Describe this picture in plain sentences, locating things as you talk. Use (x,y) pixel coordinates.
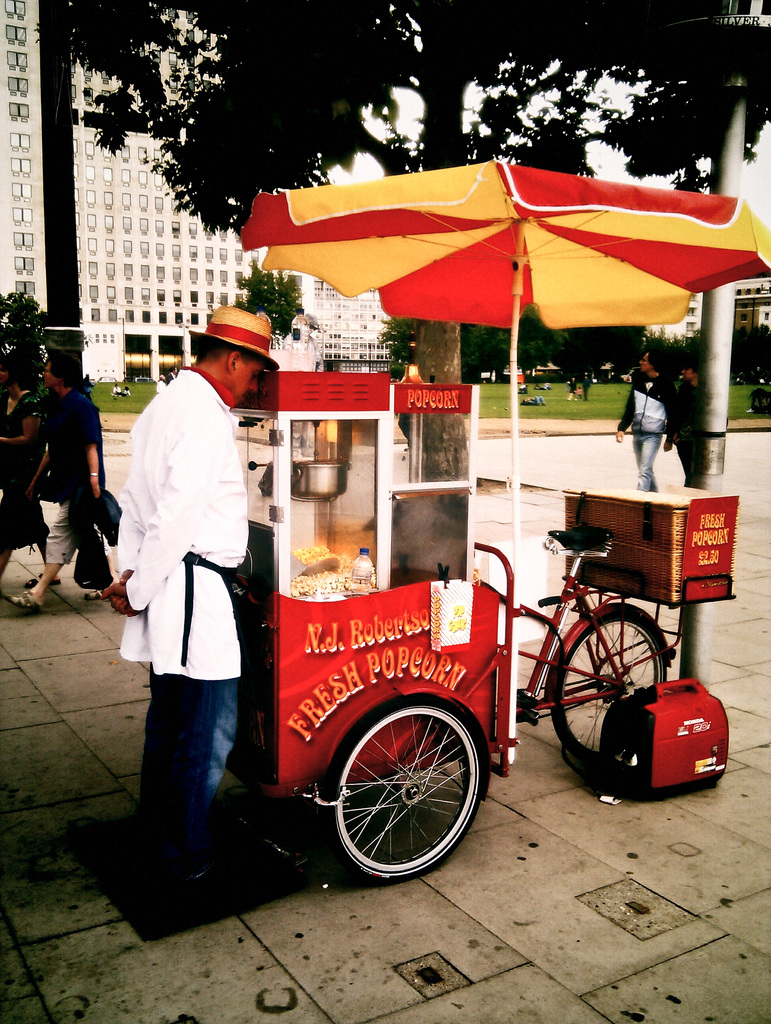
In this image we can see a popcorn bike (371,653). On the left (168,770) there is a man (196,728) standing and there are people (76,454) walking. In the background (99,240) there are buildings (83,305), trees (461,115) and sky (699,160).
